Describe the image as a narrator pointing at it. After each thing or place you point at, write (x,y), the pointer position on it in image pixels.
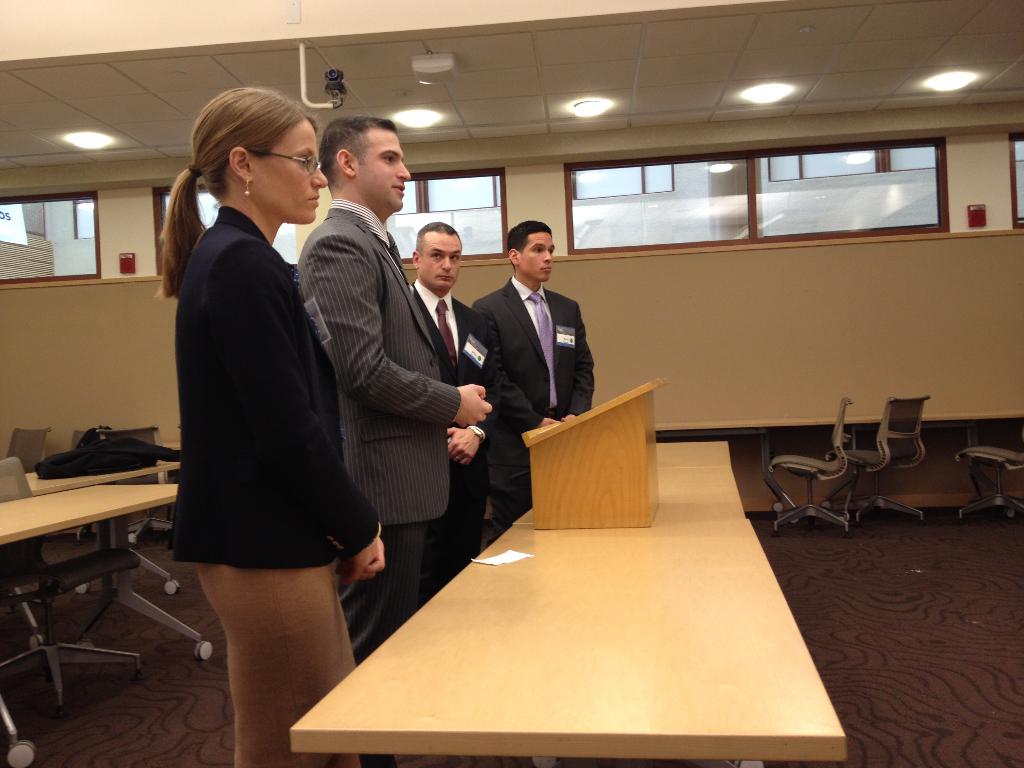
In this picture there are four persons (315,327) standing. We can see chairs (836,472) and tables (609,594). On the table (455,605) we can see paper (511,560) and bag (91,447). On the background (663,366) we can see wall (820,284) and window (806,190). On the top (753,100) we can see lights (771,91) and projector (440,67). This is floor (931,681).
